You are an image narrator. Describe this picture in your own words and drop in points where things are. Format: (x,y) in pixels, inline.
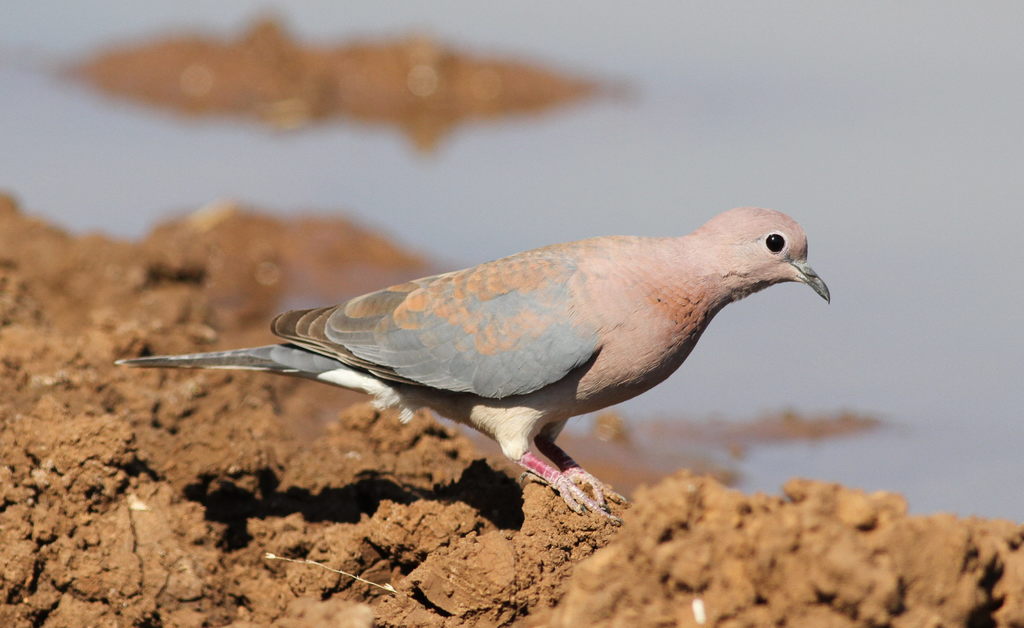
In this image in the center (596,321) there is one bird (670,291), at the bottom (580,537) there is sand (663,511) and in the background (518,169) there is a beach (727,169).
